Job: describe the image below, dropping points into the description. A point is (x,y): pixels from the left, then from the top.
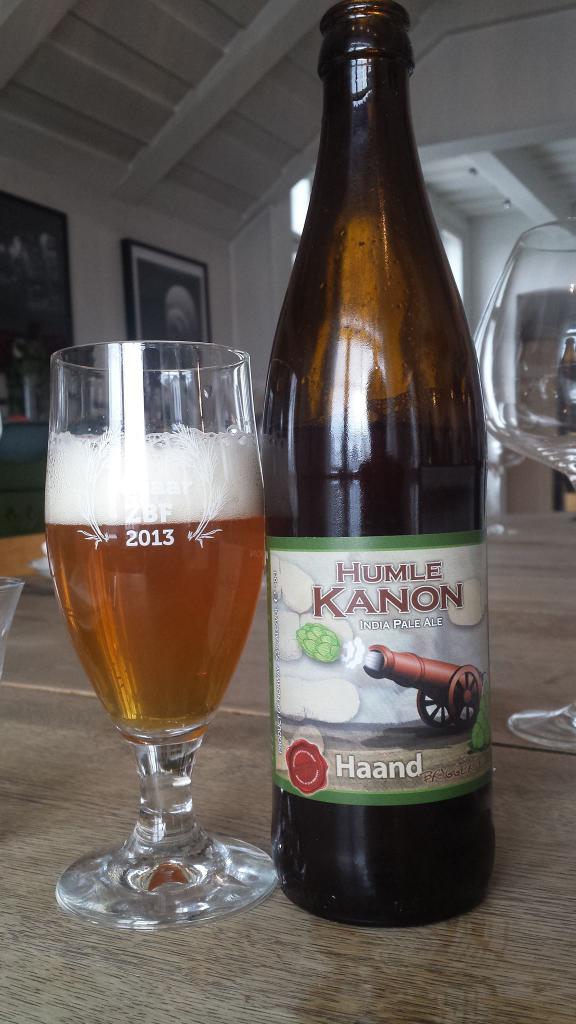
This bottle (351,486) and this glasses (145,511) are highlighted in this picture. On this bottle (398,802) there is a sticker (359,740). This glass (182,607) is filled with liquid (150,567) and foam (188,464). On wall (225,291) there are pictures (33,288).
